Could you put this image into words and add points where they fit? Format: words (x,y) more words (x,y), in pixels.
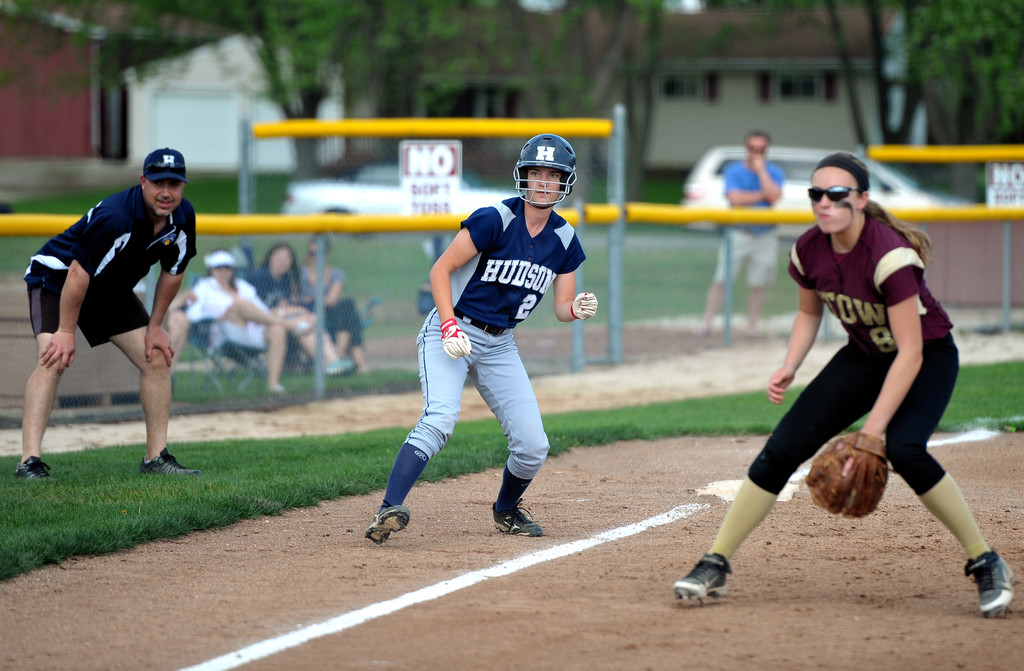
In this image, we can see three persons (518,300) wearing clothes (165,258) and playing baseball. There is person (742,186) on the right side of the image (772,194) standing in front of the car (796,181). There three persons (338,329) on the left side of the image (222,316) sitting on chairs (206,342). There are poles (316,320) in the middle of the image (608,279). There are houses (250,75) and trees (437,70) at the top of the image (500,53).
